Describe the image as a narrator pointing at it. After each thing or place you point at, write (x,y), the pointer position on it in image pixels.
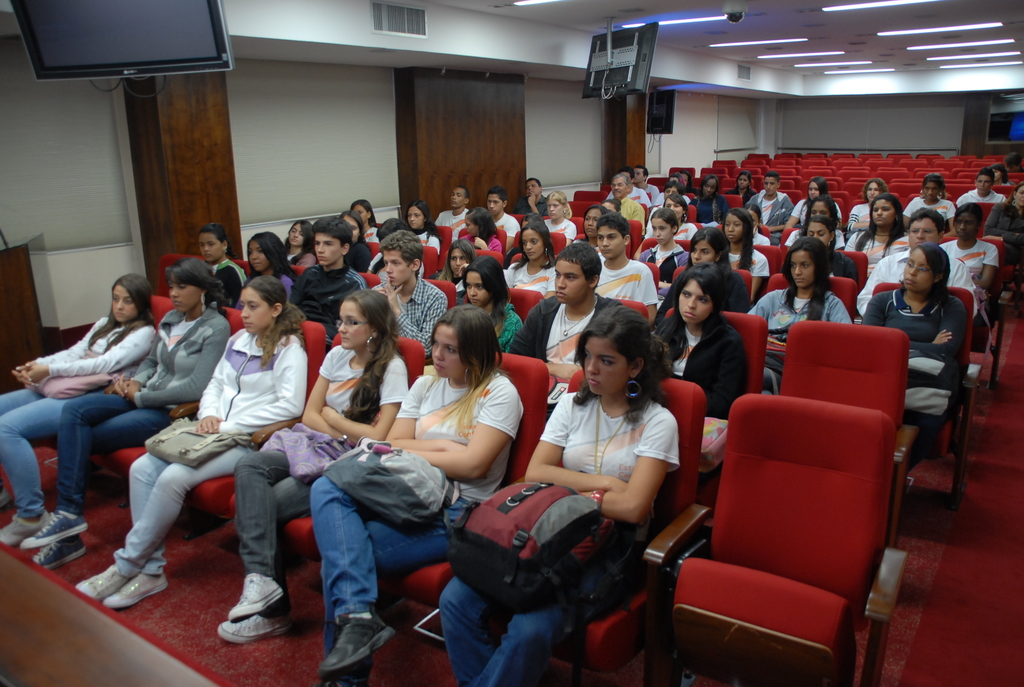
In this image there are people (759,214) sitting on chairs (910,169), in the background (203,169) there is a wall (912,143), at the top (938,50) there is a ceiling (773,32), lights (679,23) and monitors (594,43).
